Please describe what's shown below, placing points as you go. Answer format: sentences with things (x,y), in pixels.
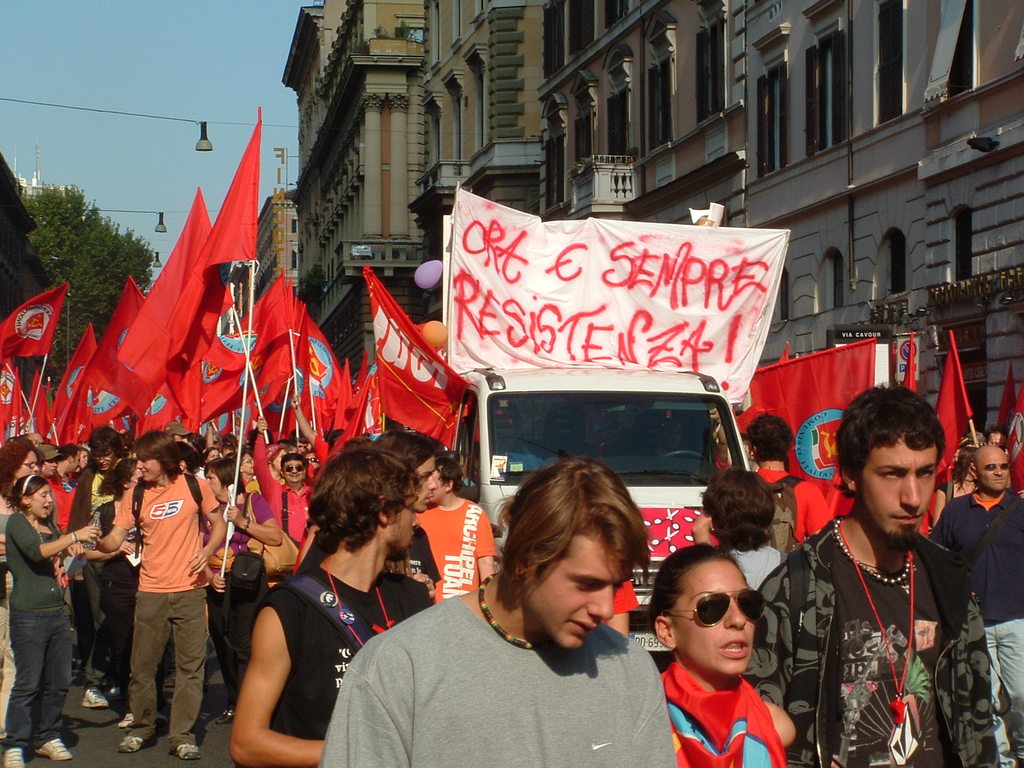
In this image, we can see persons (841,587) wearing clothes (231,593). There are some persons (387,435) holding flags (370,430) with their hands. There is a banner (595,303) on the vehicle (664,402) which is in the middle of the image (647,474). There is a building (611,88) at the top of the image (768,167). There is a sky (181,179) and tree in the top left of the image (149,169).
